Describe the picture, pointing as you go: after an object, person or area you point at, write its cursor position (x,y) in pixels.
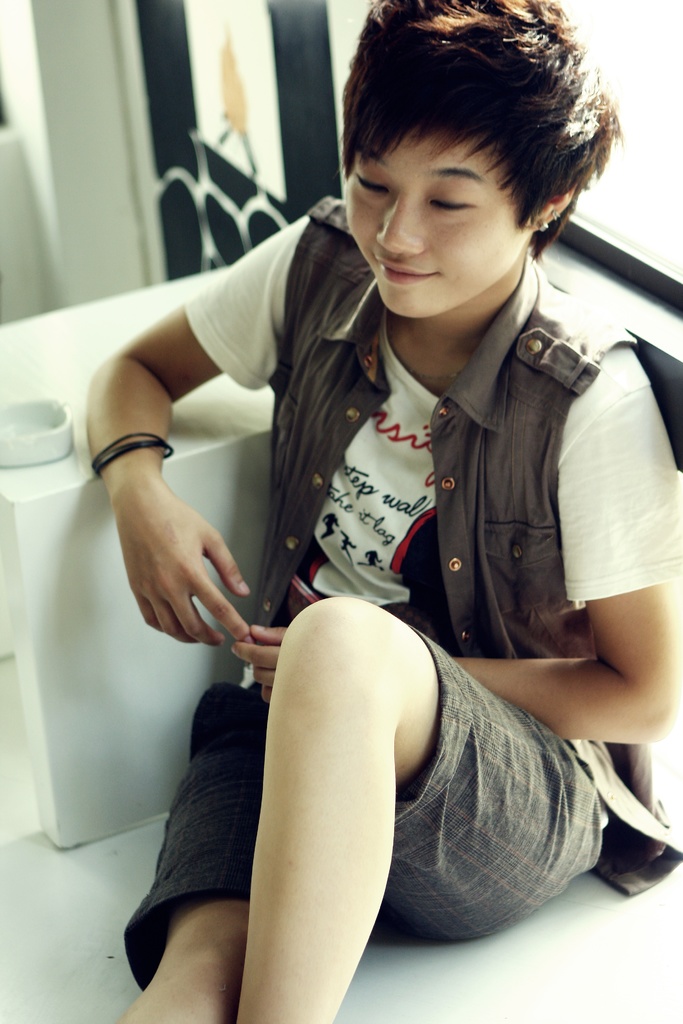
In this image we can see a woman (342,364) sitting on the floor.
